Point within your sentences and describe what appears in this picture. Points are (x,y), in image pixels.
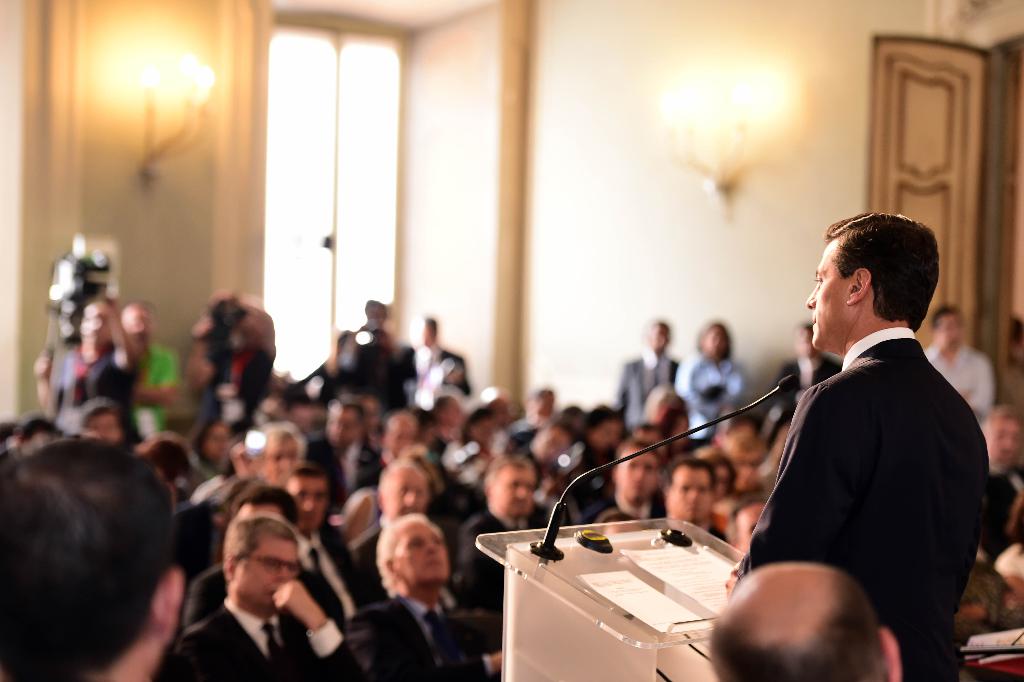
In this picture we can see a person (937,376) standing at podium (568,670) and speaking on mic (541,554) and in front of him there is crowd of people (324,499) sitting on chairs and listening to him and some are holding cameras (90,293) in their hands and taking pictures and here we have lights (731,114) and it is blurry.
